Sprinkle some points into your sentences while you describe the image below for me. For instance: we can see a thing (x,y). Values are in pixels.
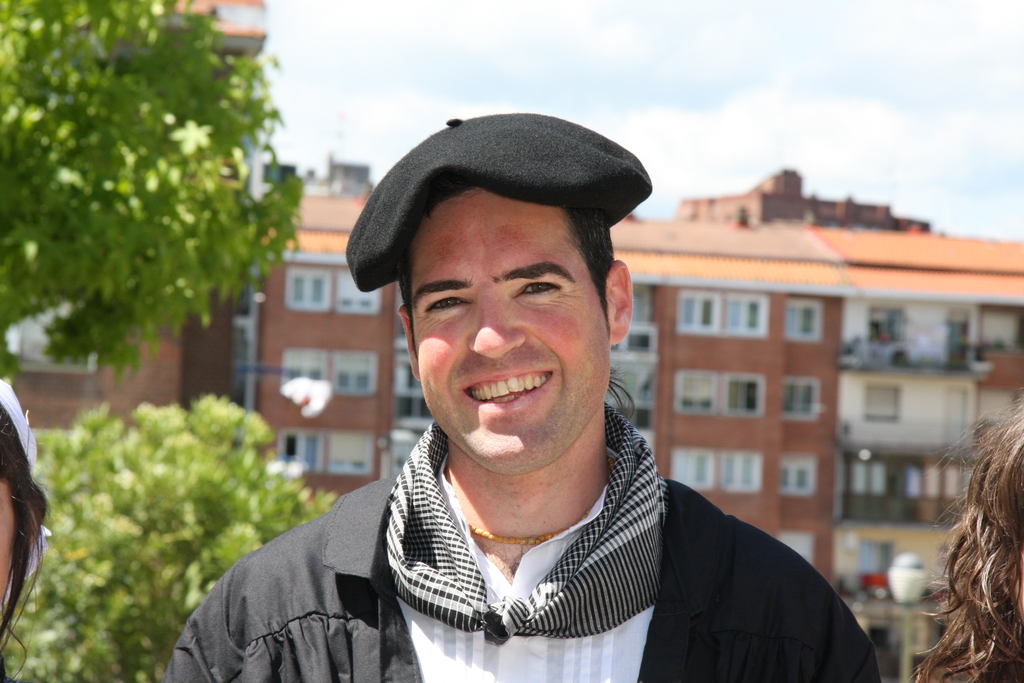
In this image we can see the persons (513,545) and at the back (766,290) there are trees (138,318), building (385,402), light pole (908,580) and the sky (808,134).
